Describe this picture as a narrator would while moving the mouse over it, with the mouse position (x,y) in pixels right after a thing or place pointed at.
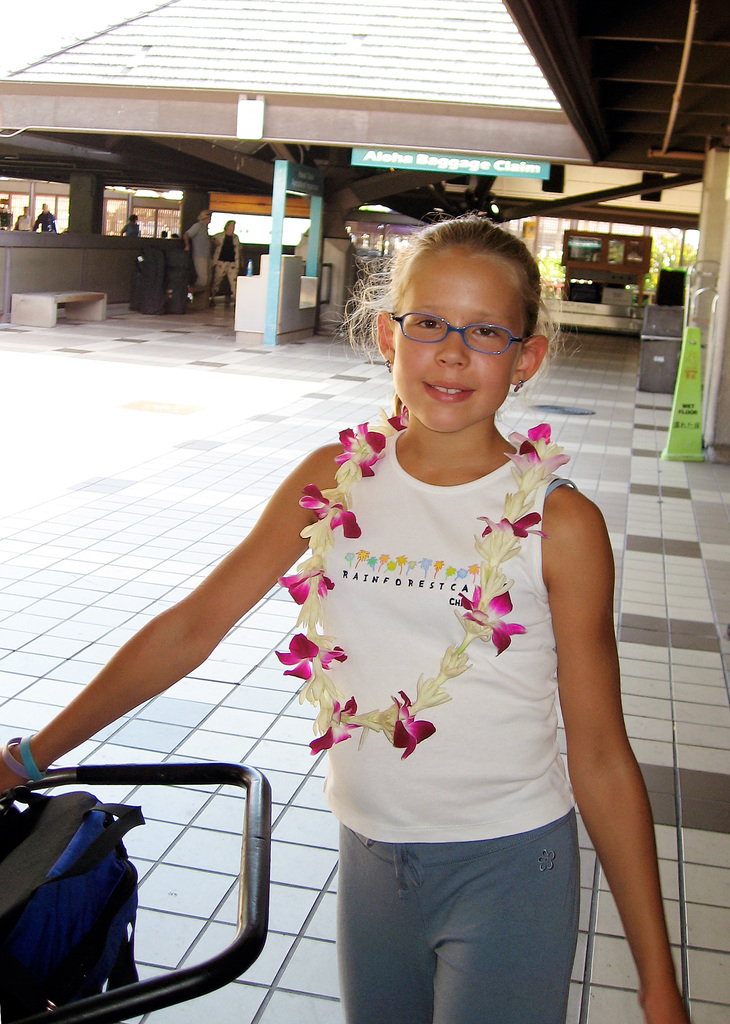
In this image I can see a girl (529,800) is standing in the front (502,606). I can see she is wearing a white colour top (521,596), a specs (492,343), a grey pant (538,901) and a garland of flowers (487,632). I can also see a blue colour bag (4,834) on the bottom left side of the image (13,995). In the background (669,260) I can see few boards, a seat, few people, few plants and few other things (157,278). I can also see something is written on the board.
